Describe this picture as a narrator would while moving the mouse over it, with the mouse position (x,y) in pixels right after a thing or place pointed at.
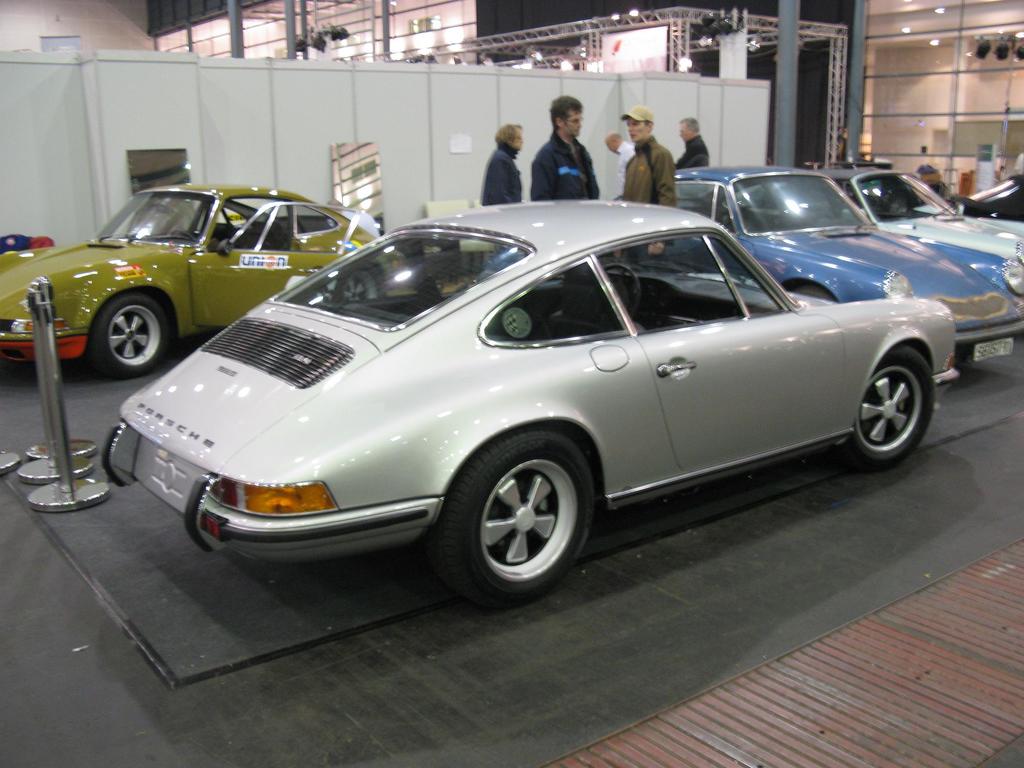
In the center of the image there are cars (198,518). At the bottom of the image (683,630) there is floor (531,635). In the background of the image (682,161) there are people (656,167) standing. There are rods (661,19). To the left side of the image (50,303) there are safety poles (63,481).
